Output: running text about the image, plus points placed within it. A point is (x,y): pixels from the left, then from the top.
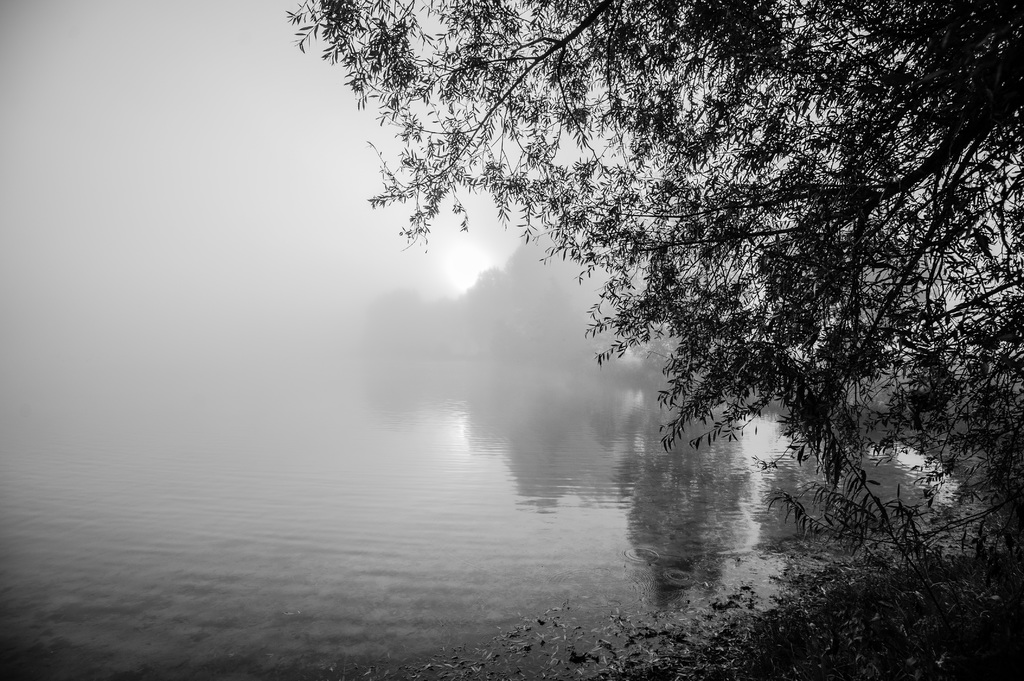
In this image I can see at the bottom (264,500) there is water (442,463), on the right side (780,210) there are trees (848,148). At the top (169,87) it is the foggy sky (211,145).
